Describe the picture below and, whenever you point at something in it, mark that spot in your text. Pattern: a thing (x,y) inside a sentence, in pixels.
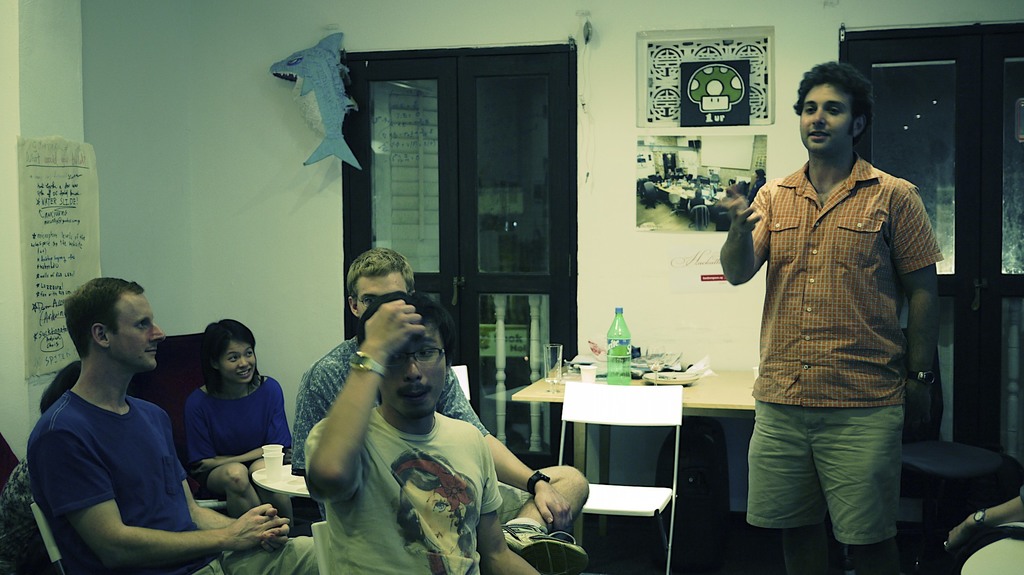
On the left side of the image (150,417) we can see four persons (299,434) are sitting on the chairs (323,525). On the right side of the image (885,345) we can see a man (887,410) standing. There are bottle (611,334), cups (586,380), glasses (549,367) and plates (679,381) on the table (728,381). We can see posters (699,78) on the wall (102,180). This is the glass door (469,224).
